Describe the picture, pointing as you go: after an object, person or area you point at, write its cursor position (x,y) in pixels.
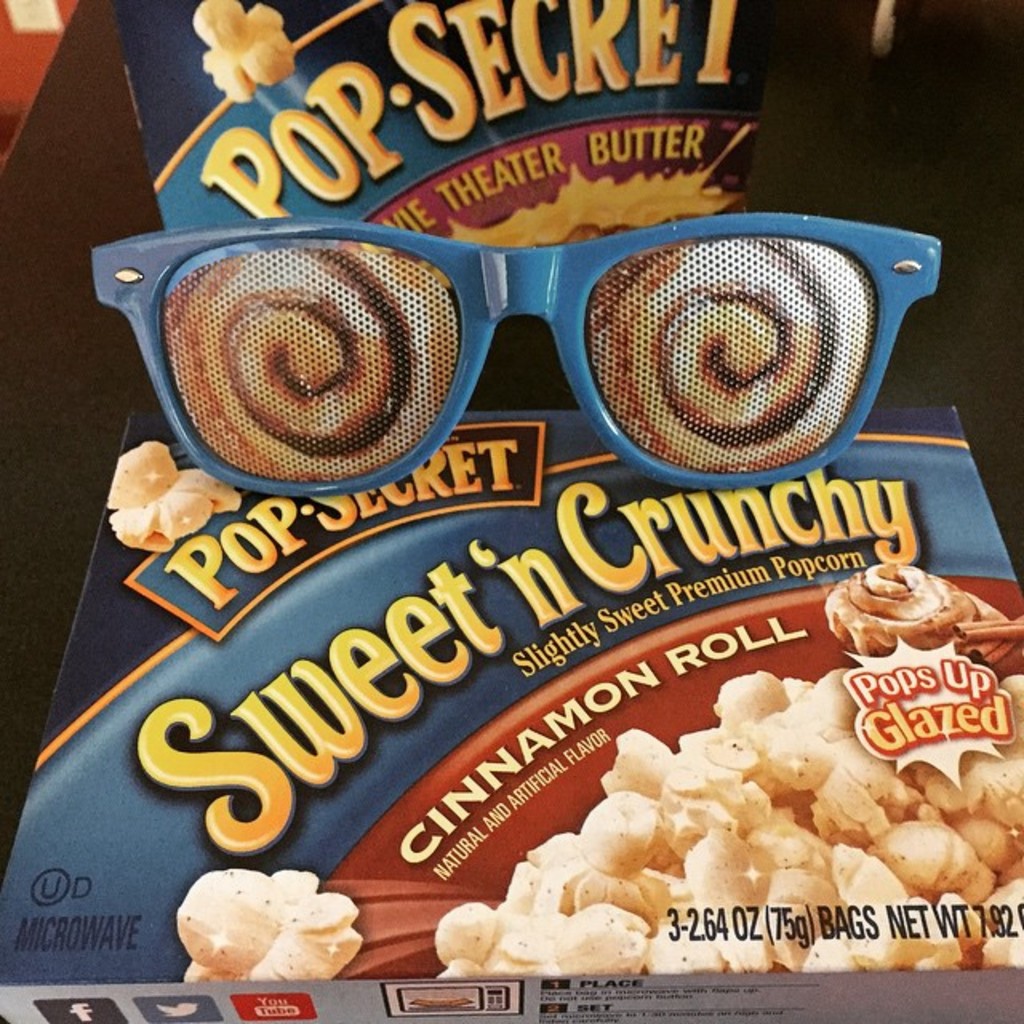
In this image there are snack item box (428,145) and a goggles (470,294) are kept on a table (91,406) as we can see in the middle of this image (523,371).
